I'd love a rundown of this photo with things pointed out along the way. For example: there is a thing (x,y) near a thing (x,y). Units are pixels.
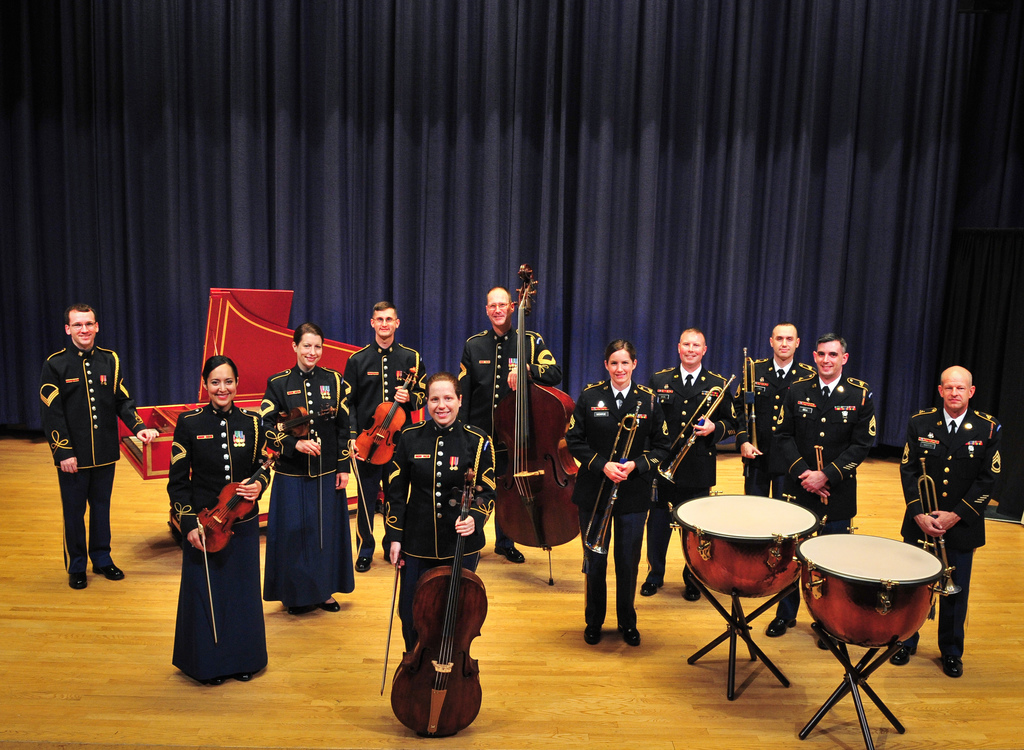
There are some people (429,475) standing on the stage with same uniform (774,448) having a musical instruments (527,451) in their hands (626,471). And there are two drums (774,561). There are women (587,559) and men (56,425) in this group (407,465). Behind them there is a curtain (416,175) in the background (408,194).
